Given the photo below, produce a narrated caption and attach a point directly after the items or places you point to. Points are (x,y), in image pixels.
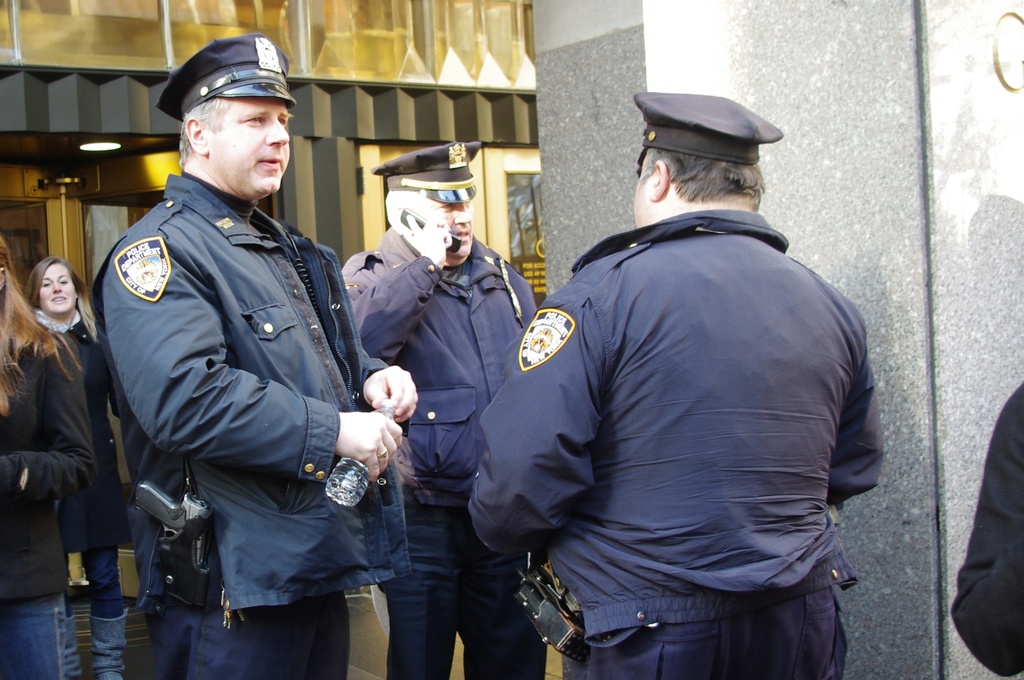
In this image we can see some persons (261,475) standing on the ground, among them some people (425,419) are holding the objects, in the background (148,141), we can see a building (470,47) and also we can see the wall (897,34).
